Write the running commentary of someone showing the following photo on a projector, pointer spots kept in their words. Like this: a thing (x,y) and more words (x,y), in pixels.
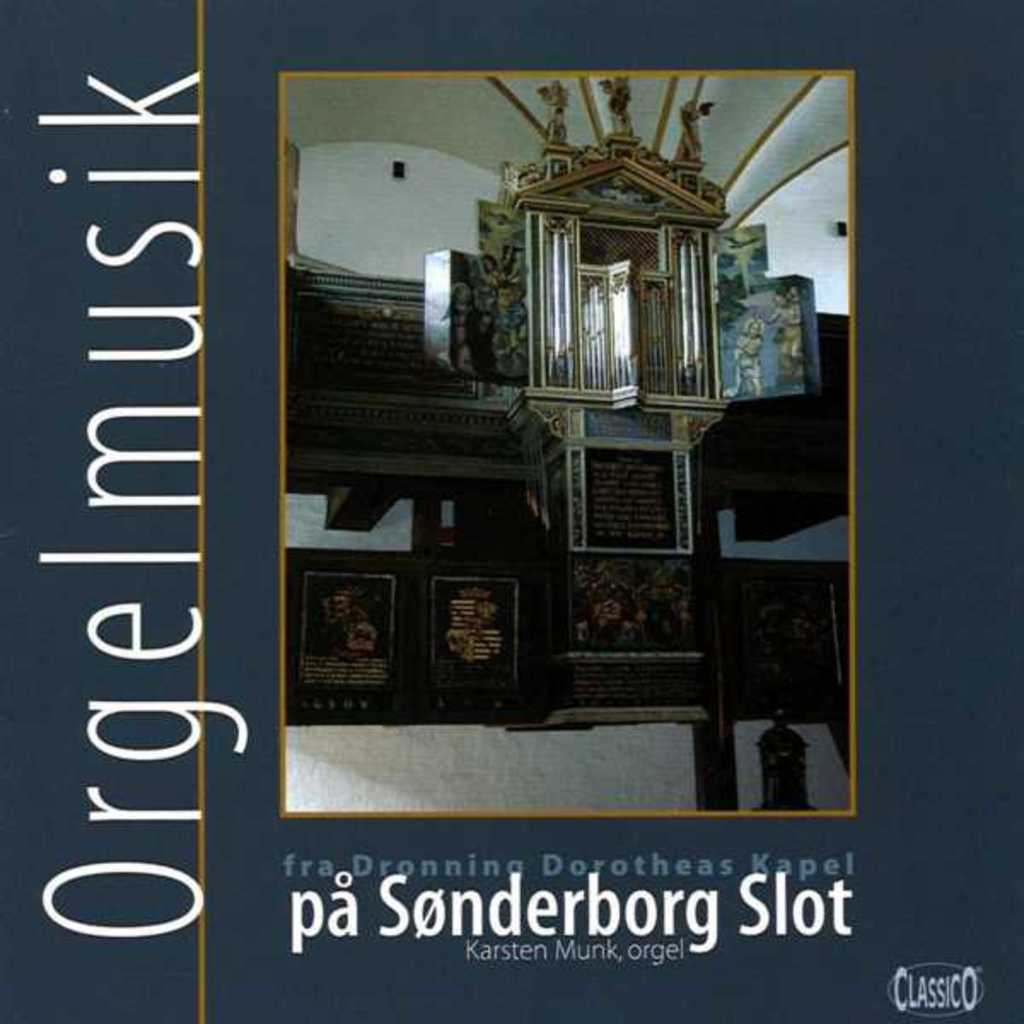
This looks like a poster (910,739). I can see an object (509,330) with boards (740,369) and paintings (751,362) on it. I think these are the small sculptures (615,112). I can see the watermarks (915,1002) on the image.
